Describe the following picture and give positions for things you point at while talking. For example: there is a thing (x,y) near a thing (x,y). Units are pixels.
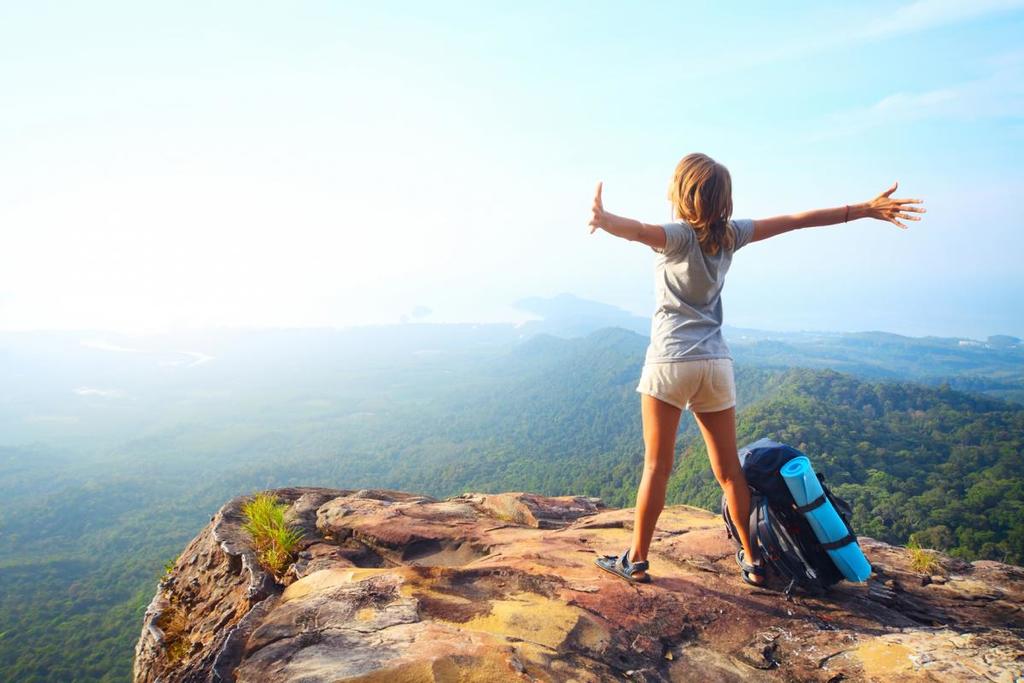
In this image we can see a woman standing on the hill (706,541) and there is a backpack (792,539) beside her. In the background (99,484) we can see sky (344,204) with clouds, trees (487,360) and hills (578,349).
